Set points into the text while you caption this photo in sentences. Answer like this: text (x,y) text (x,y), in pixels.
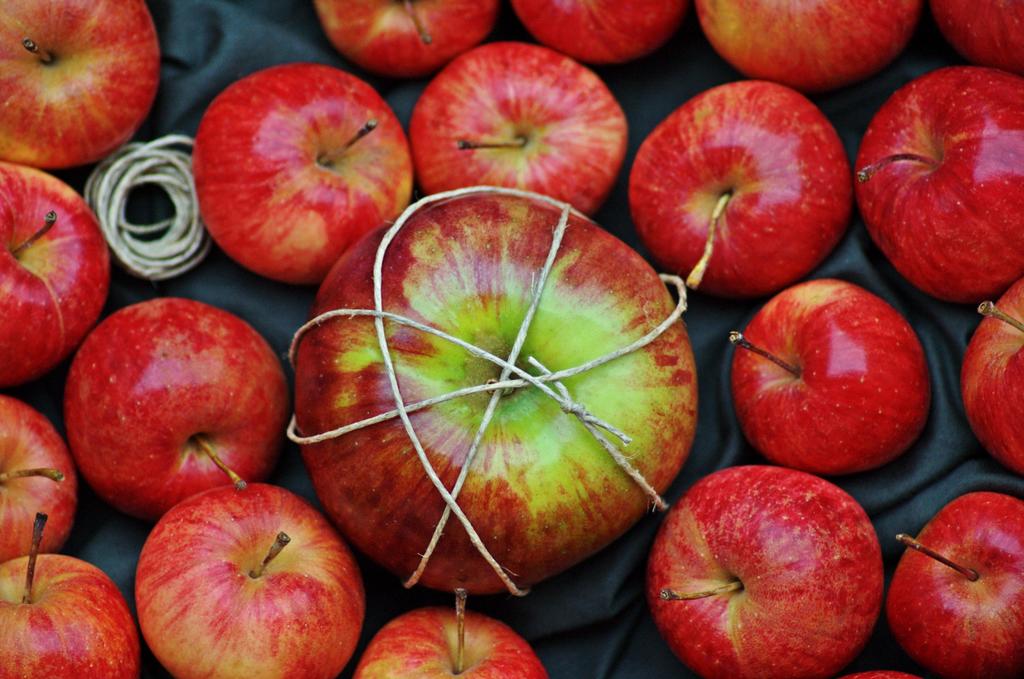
In the center of the image (551,358) an apple (625,397) is tied with thread (533,311). In the background of the image (195,421) we can see an apples (283,196), thread (160,262), cloth (156,213) are present.
